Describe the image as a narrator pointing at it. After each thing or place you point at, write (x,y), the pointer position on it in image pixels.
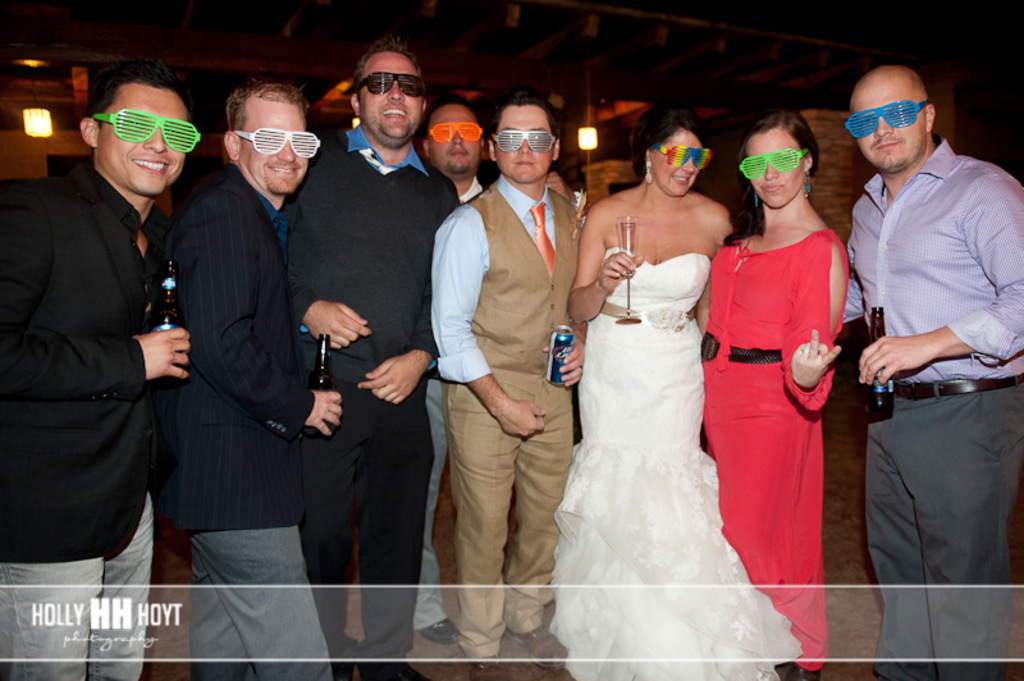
In this picture we can see a group of people (285,456), they are wearing spectacles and in the background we can see lights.
